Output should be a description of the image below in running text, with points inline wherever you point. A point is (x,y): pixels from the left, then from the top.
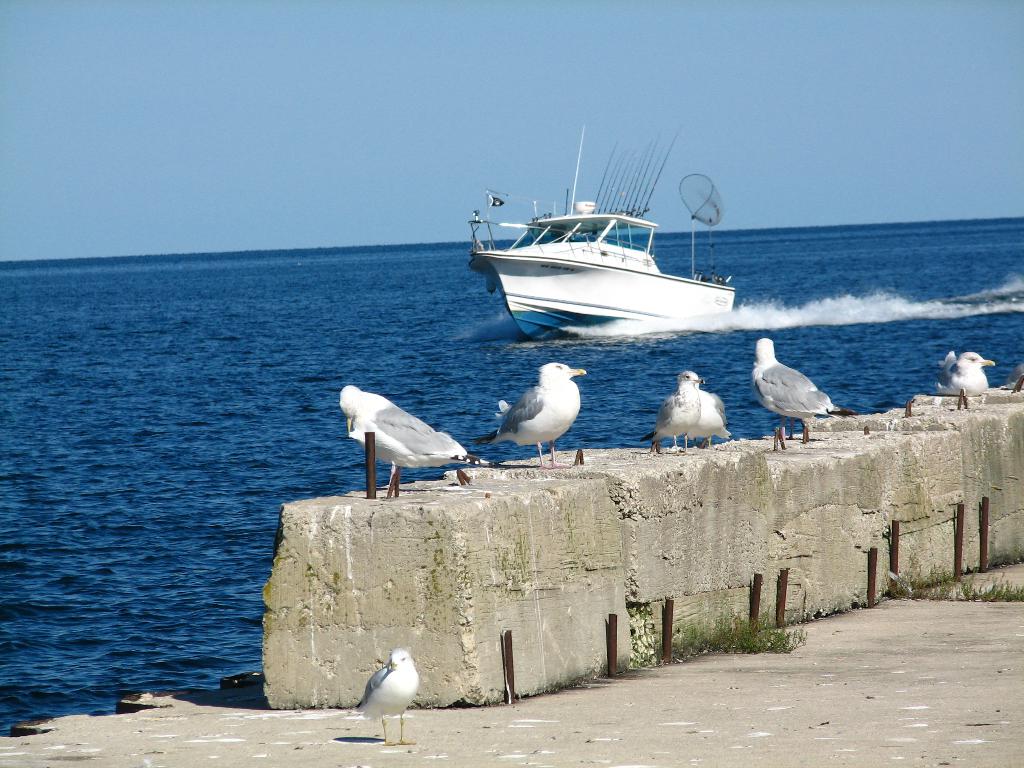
In this picture I can see a boat (678,296) in the water (477,318) and I can see few birds (406,442) on the ground (106,722) and I can see a clear sky (502,95).
